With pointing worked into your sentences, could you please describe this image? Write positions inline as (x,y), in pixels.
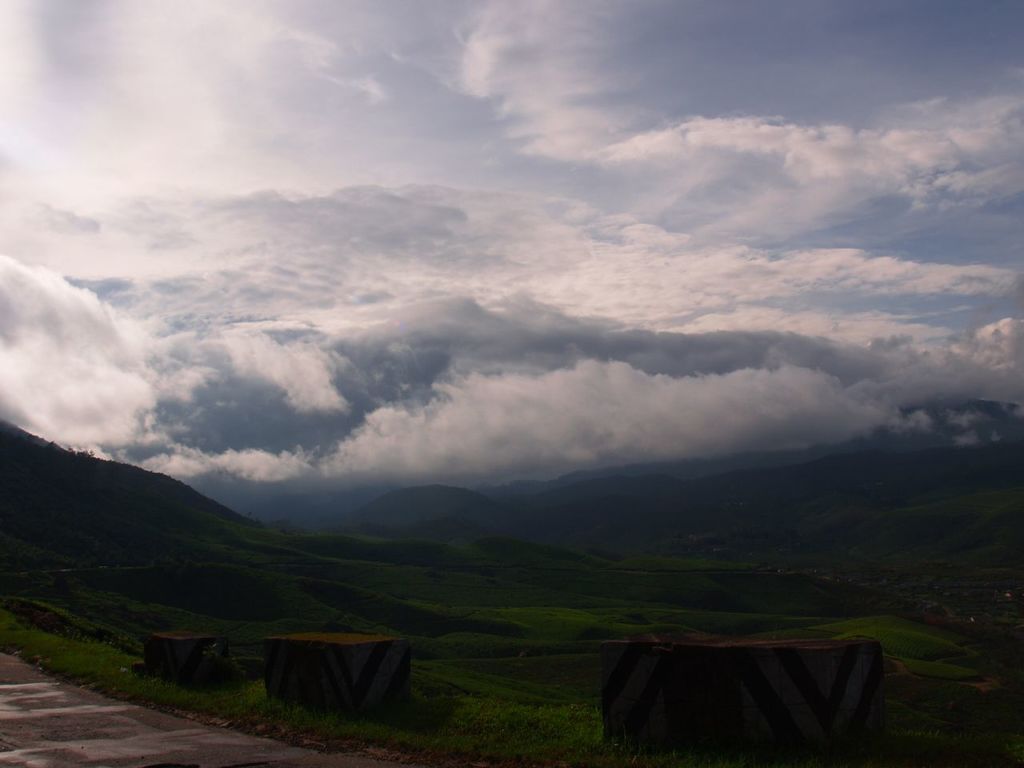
In this image there is a mountain (16,538) covered with trees (10,571), above that there is a sky (396,356) with clouds (346,346).
